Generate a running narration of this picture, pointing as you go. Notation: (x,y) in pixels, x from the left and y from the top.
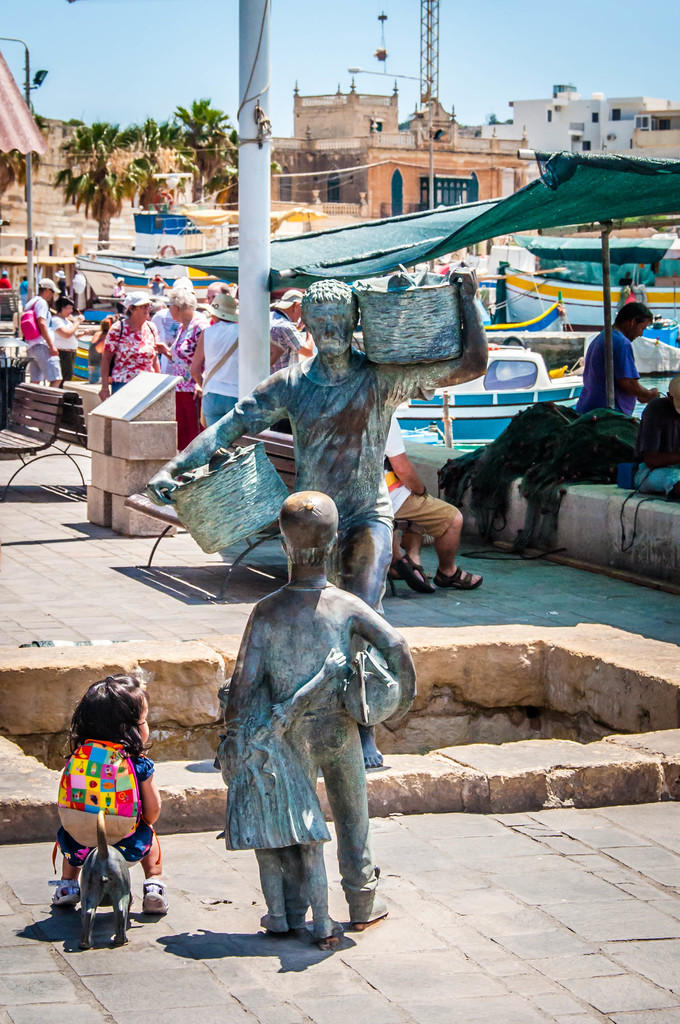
In the center of the image (316,545) sculptures (225,516) are present. In the background of the image (287,291) we can see the group of people (199,334) are standing and also we can see bench (24,408), pole (240,297), trees (199,168), buildings (415,200), tent (616,213), boats (591,312), clothes (649,442), bag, tower (437,38) are present. At the top of the image (314,57) sky (324,56) is there. At the bottom of the image (493,873) ground (534,909) is present.
